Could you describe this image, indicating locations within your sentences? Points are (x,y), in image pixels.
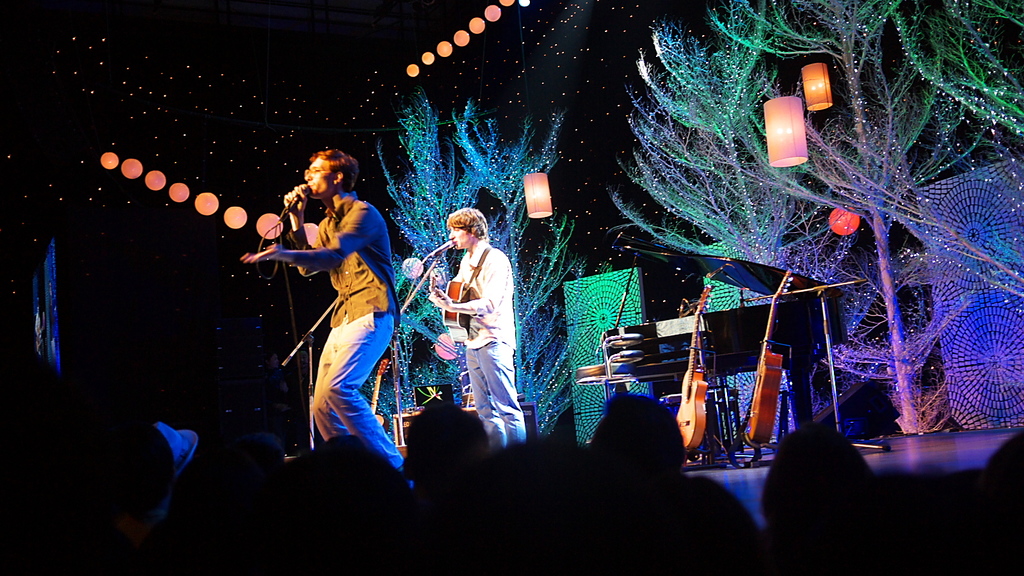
As we can see in the image there is a sky (301,59), lights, trees (648,161) and two people (365,299) standing on stage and singing and there are few people (397,524) over here.
